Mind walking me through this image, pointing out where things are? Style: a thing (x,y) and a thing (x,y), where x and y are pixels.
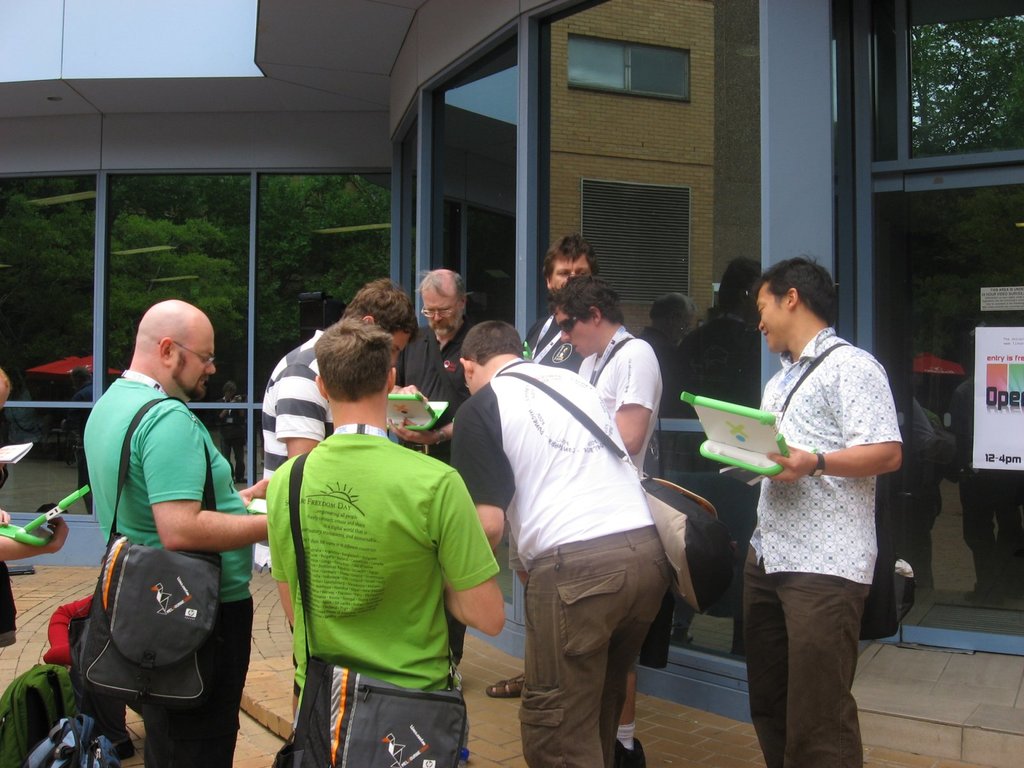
In this image we can see few people (513,550) standing on the floor (681,730) there is a bag (39,741) behind them and in the background (1004,420) there is a building (597,191) with glass walls (343,229) and a poster (1007,396) attached to it and on the glass (204,274) we can see a reflection (195,241) of few trees (171,259).
